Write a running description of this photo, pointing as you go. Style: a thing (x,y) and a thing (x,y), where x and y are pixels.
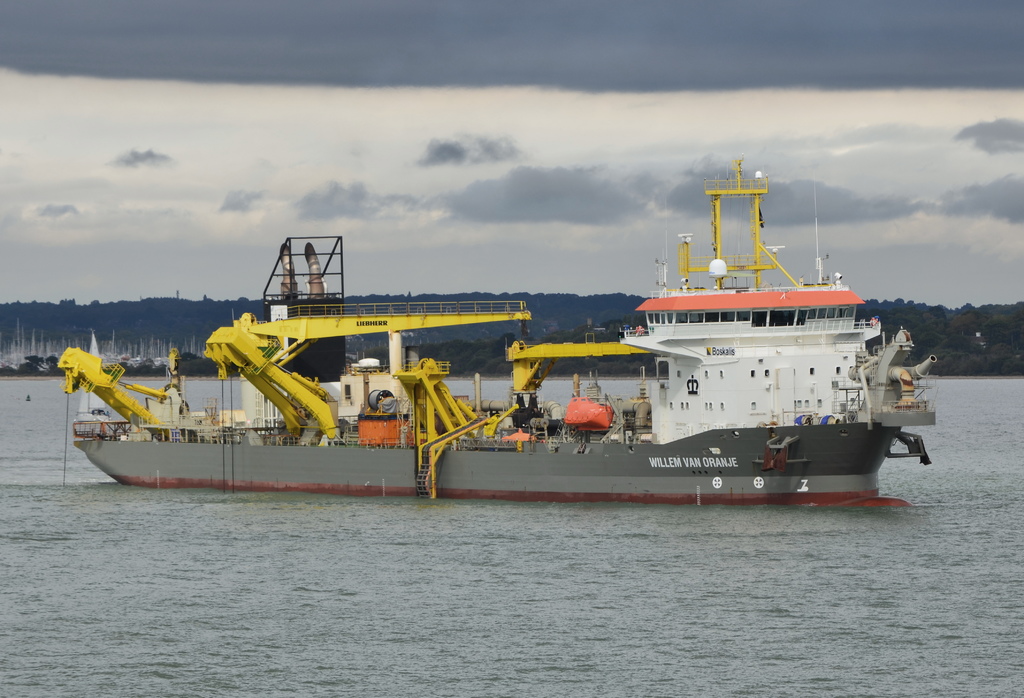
In this image I can see water (768,576) and in it I can see a ship (322,493). I can also see something is written over here. In the background (942,155) I can see clouds (749,235), sky (289,156) and trees (909,318).
